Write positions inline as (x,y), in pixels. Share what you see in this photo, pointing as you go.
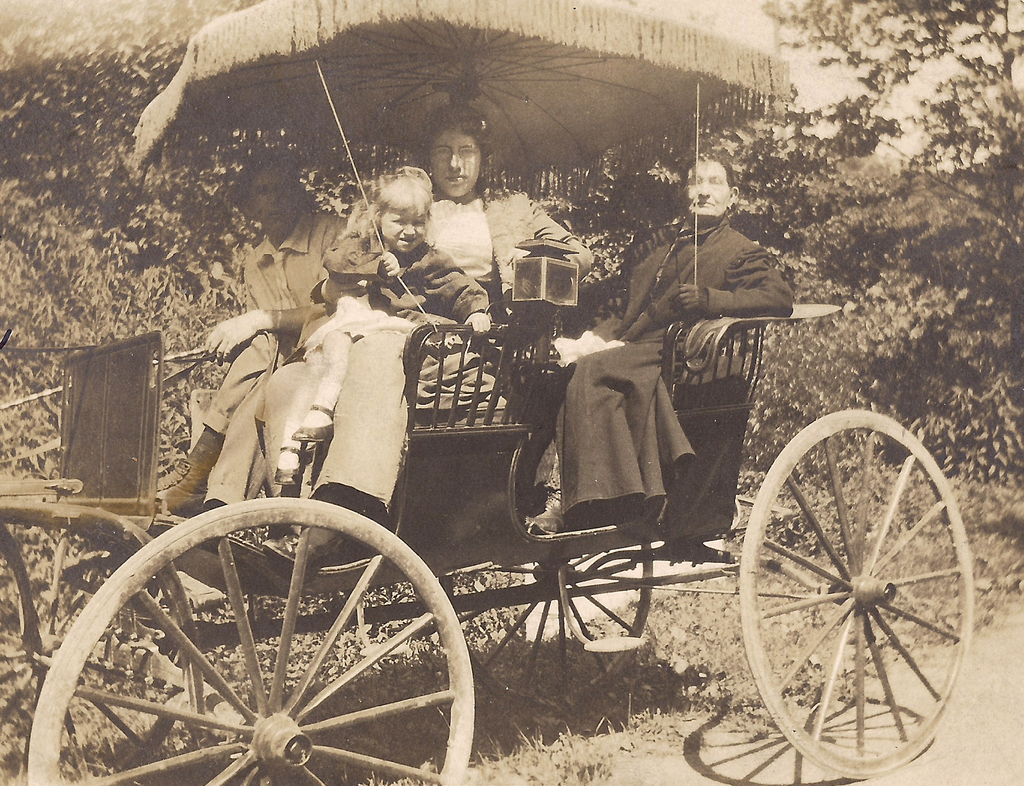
In this picture there is a black and white photography. In the front (483,242) there are two women (686,254) and a man (305,238) sitting in the Chariot (471,335) with the small girl (378,269), smiling and giving a pose into the camera. Behind there are some trees (905,275).
